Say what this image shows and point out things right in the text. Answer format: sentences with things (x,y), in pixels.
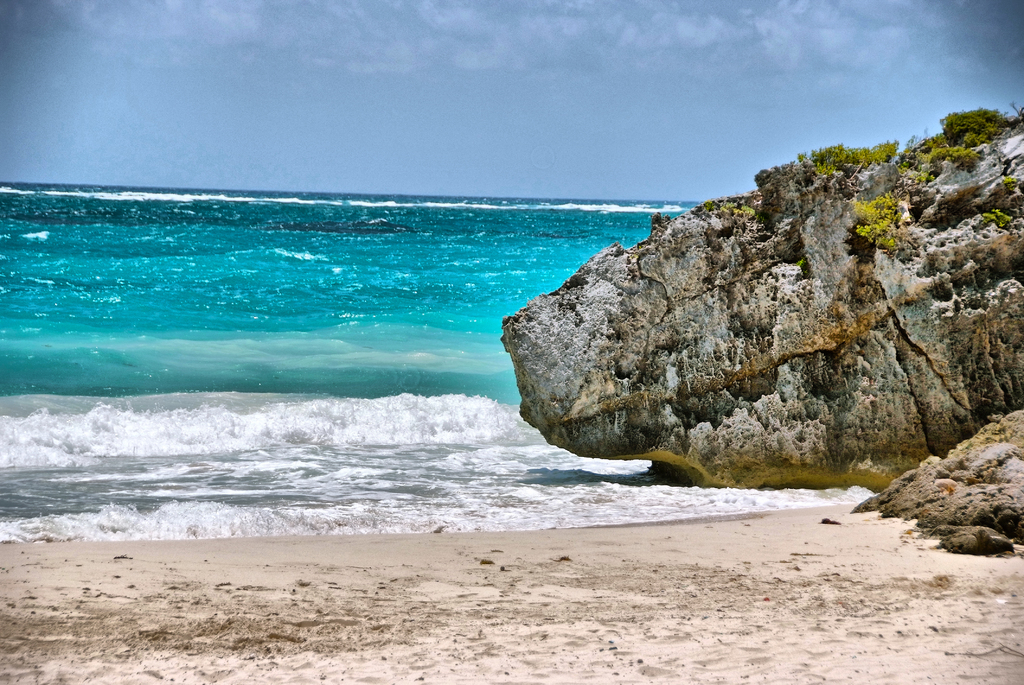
This picture is clicked outside. In the foreground (260,583) we can see the ground (659,595). On the right (824,290) we can see the rocks (892,272) and the green grass (937,154). In the center (369,325) we can see a water body (339,312) and the ripples (327,420) in the water body (196,390). In the background (310,53) we can see the sky (654,80).
